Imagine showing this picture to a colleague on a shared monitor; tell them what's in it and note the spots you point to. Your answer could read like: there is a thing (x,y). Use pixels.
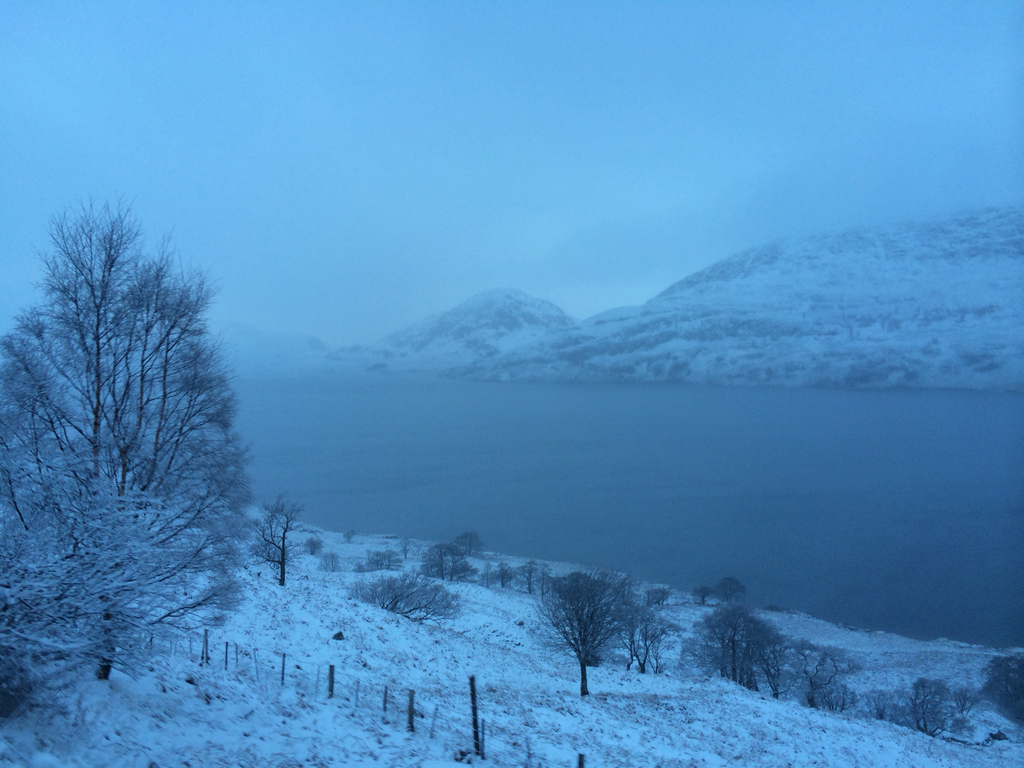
This image is clicked outside. At the bottom (378,705), there is a ground (479,670) covered with the snow (452,700). On the left (95,506), there is a tree (103,562). In the background (779,299), there are mountains (812,278) covered with the snow (741,270). In the middle (425,494), there is water (551,454). At the top (382,64), there is a sky (385,62).
